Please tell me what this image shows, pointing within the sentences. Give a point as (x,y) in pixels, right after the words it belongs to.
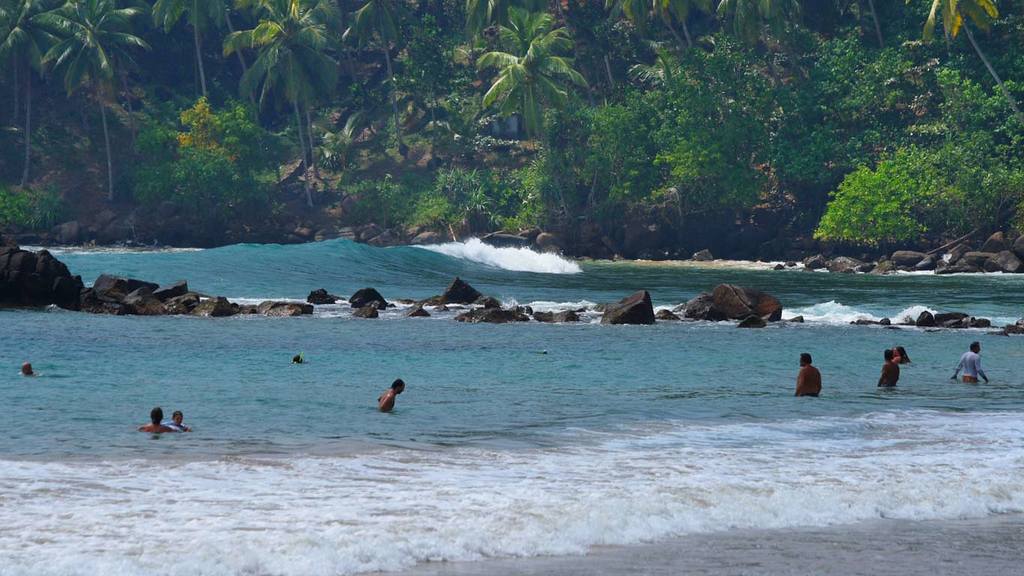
In this image we can see some people (977,364) in the water (268,423). In the center of the image (654,317) we can see some rocks (75,292). In the background (1017,177), we can see a group of trees (690,130) and some plants (510,176).
